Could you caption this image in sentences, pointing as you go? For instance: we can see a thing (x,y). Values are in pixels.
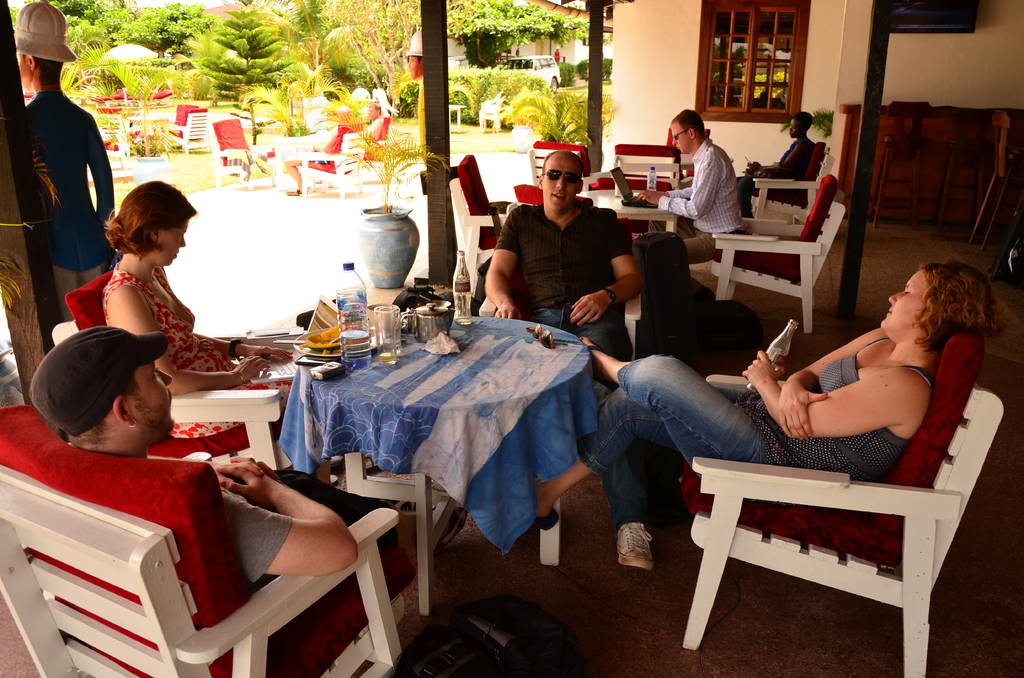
On the background (376,49) we can see trees (549,37), house (546,49), vehicle (525,71) and persons (370,123) sitting on chairs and empty chairs (481,115). Here we can see one man (53,110) standing wearing a white colour cap (63,42). Here we can see persons (113,411) sitting on chairs (262,403) and on the table (398,401) we can see bottles (350,330), glasses (393,344), goggles (540,341), laptop (624,187). This is a floor (885,258). This is a wall (911,65), window (744,76).
